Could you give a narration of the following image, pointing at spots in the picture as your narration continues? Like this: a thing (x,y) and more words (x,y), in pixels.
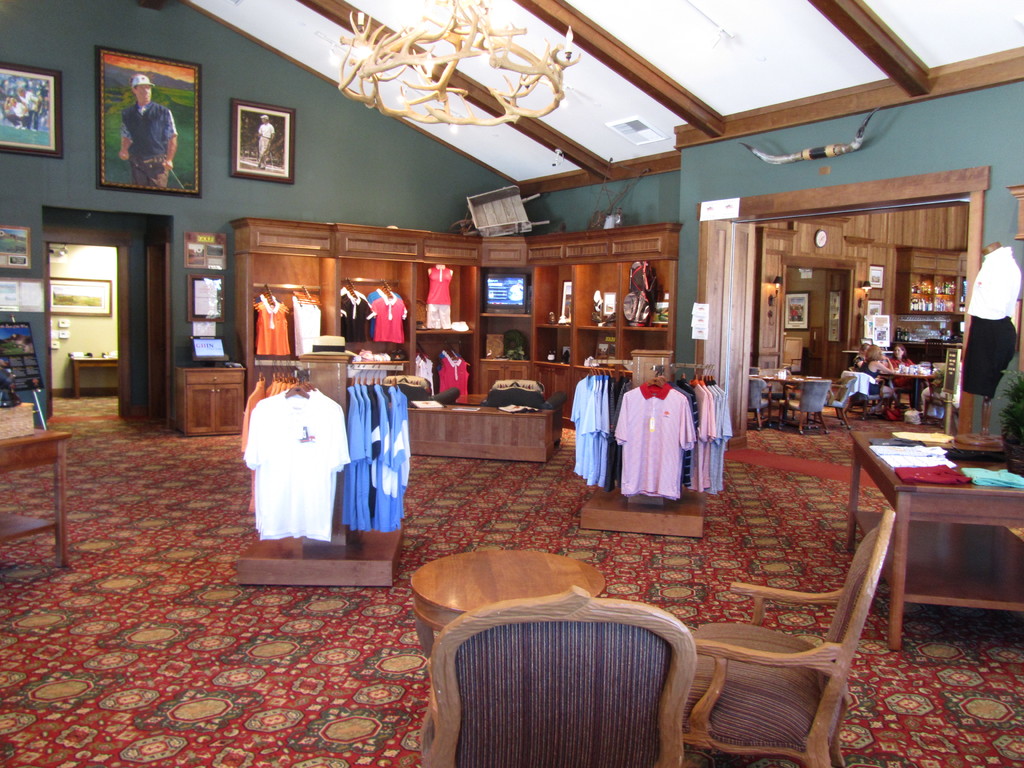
In picture we can see couple of chairs (744,632), tables (984,594) clothes (285,453), a monitor (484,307) in the room (207,453), and also we can see couple of photo frames (126,172) on the wall (133,256), in the background (885,355) we can find few people (867,366) are seated on the chair (856,403).
